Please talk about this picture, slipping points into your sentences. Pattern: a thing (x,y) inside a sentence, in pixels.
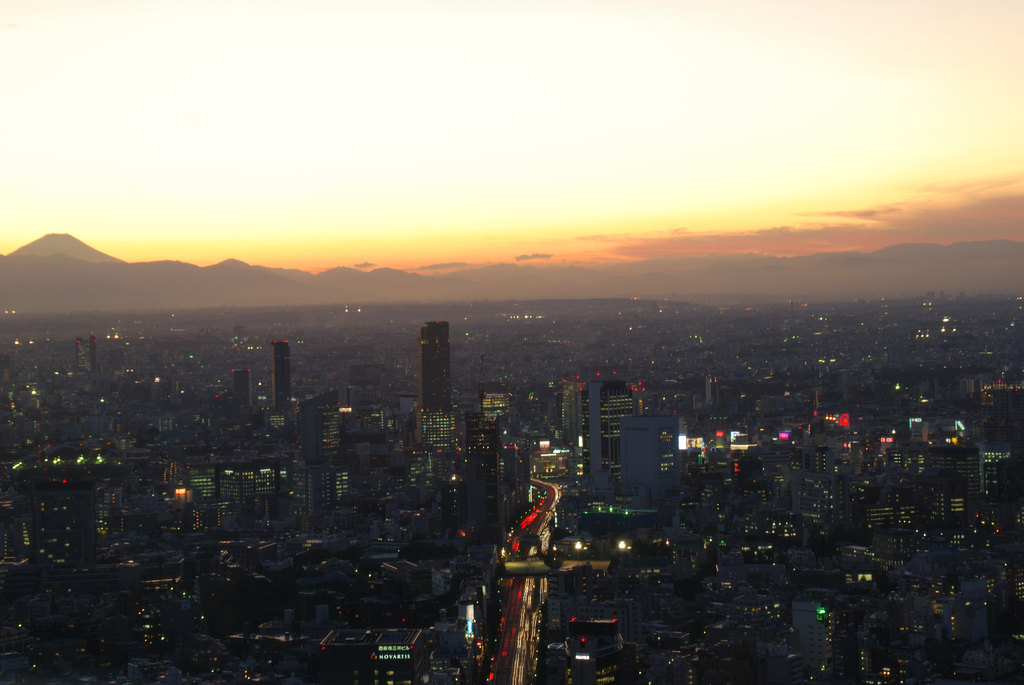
In this picture we can see buildings (728,421), lights (603,434) and hills (121,283).
